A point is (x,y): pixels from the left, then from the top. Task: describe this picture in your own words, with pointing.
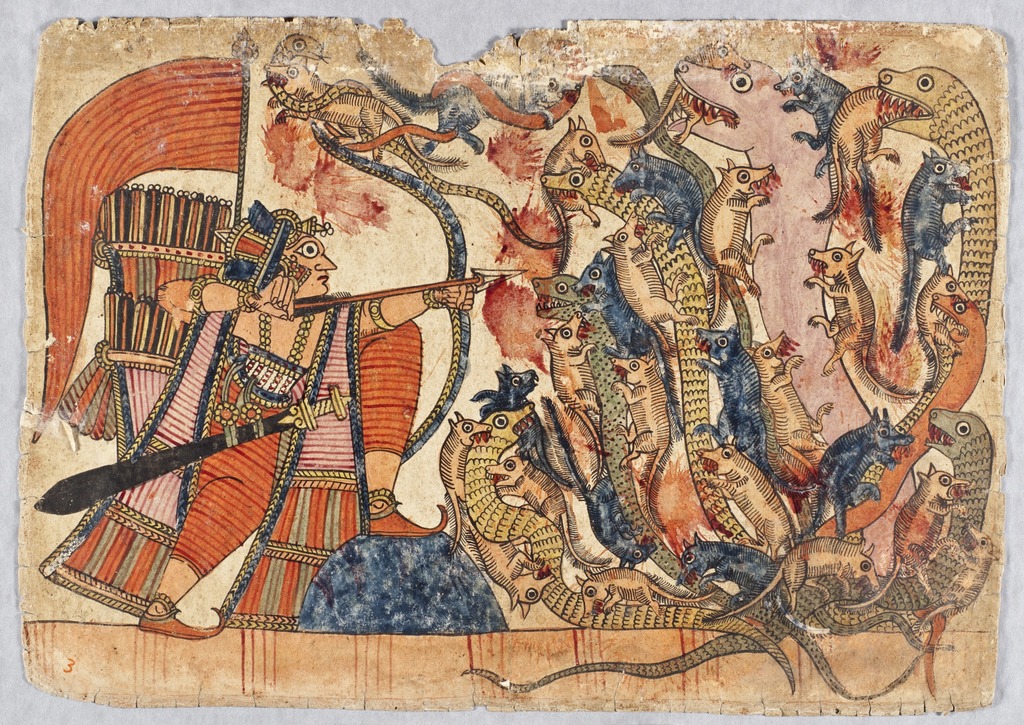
This is a painting, in this painting we can see a person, snakes (823,396) and some animals (726,344).
